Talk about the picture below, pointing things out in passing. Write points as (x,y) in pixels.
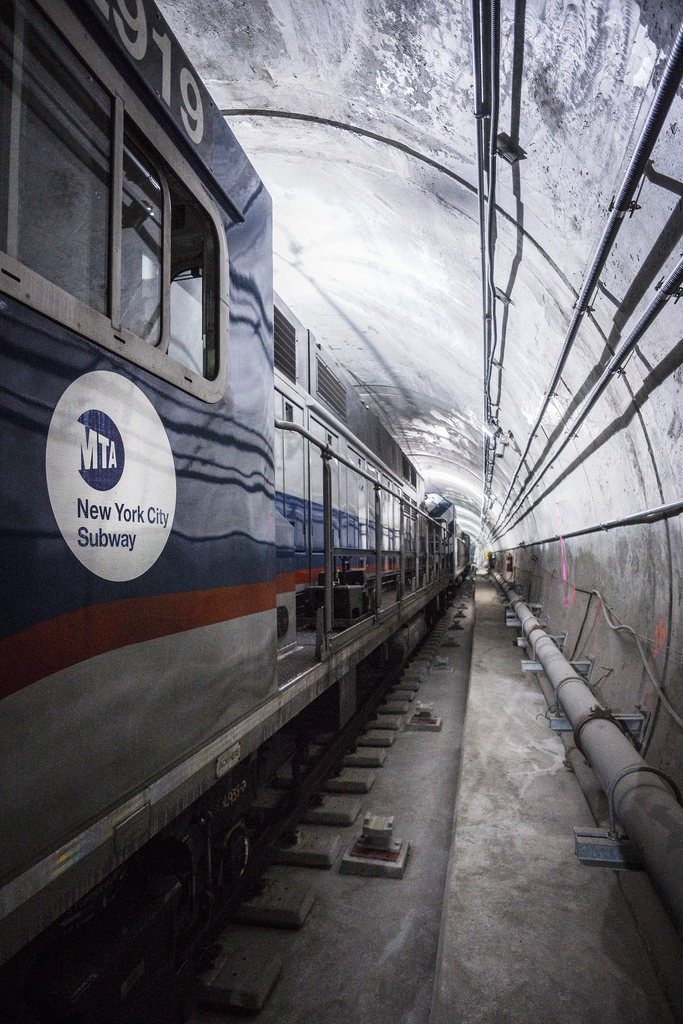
In this image there is a train (262,592) on the track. On the right side of the image (647,375) there is a wall (599,229) and some pipes (660,821) are connected to it.
